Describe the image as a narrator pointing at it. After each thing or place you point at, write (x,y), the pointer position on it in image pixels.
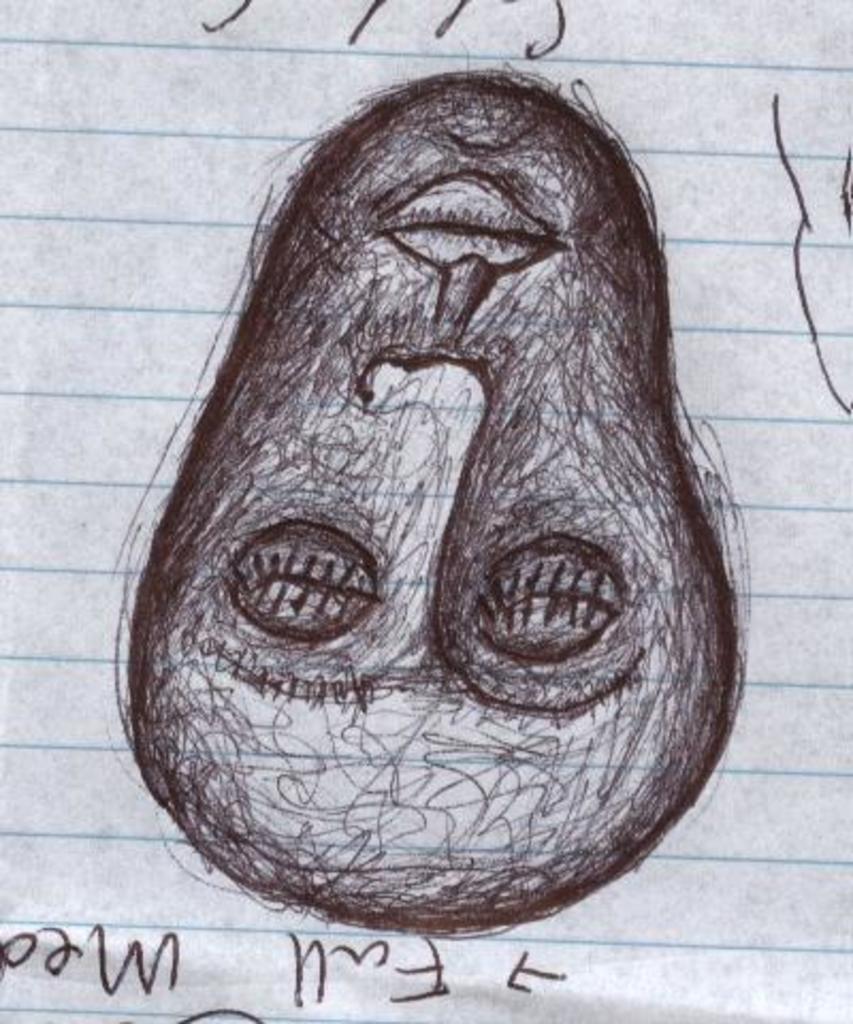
The picture consists of a paper (797,412), on the paper (150,92) we can see the drawing (428,381) of a face (345,669). At the bottom (220,939) there is text (82,945).
